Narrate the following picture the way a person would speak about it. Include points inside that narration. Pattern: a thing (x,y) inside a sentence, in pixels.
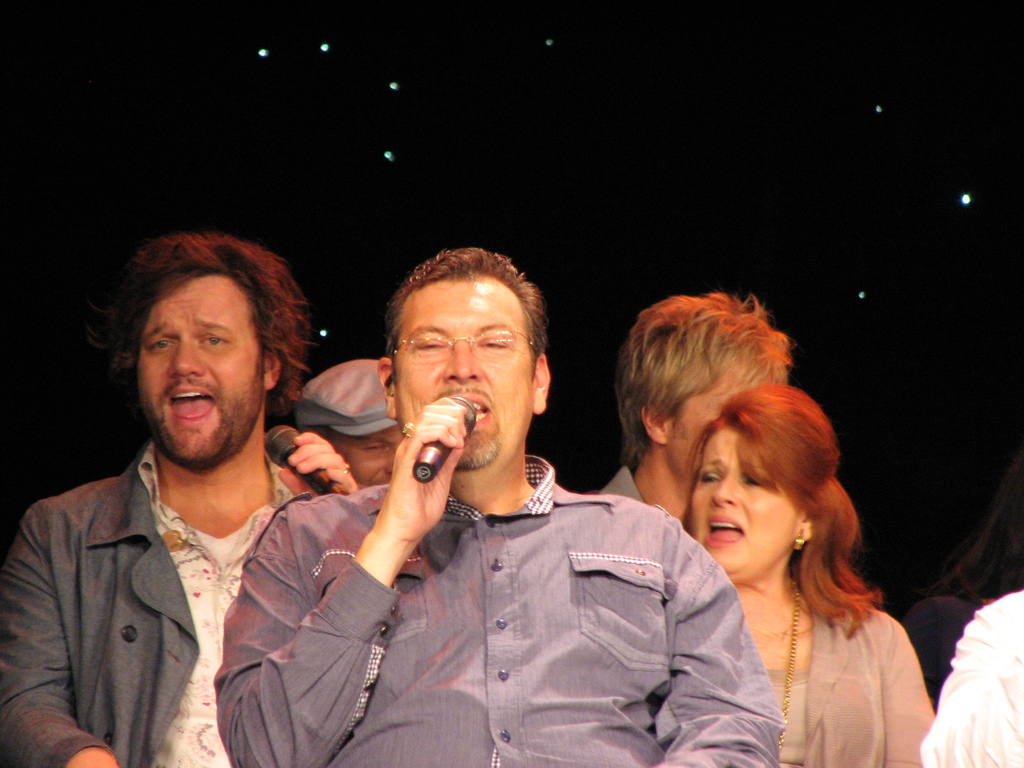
In this picture we can see some persons (494,326). These two persons (351,736) are talking on the mike (469,410) and he has spectacles (497,346).
